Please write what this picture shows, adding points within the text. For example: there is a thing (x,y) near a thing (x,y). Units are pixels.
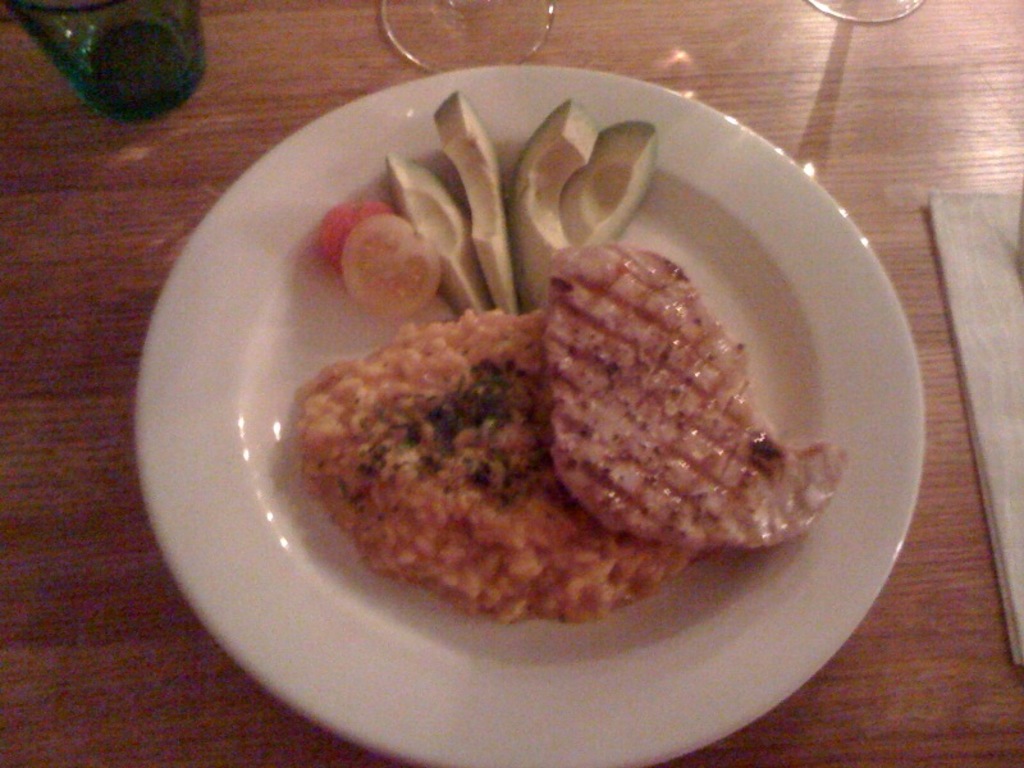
In the white plate (725,195) we can see the avocado pieces (529,173), tomatoes pieces (346,226), meat (600,351) and other food items (492,422). This plate (819,328) is kept on the table (954,464). On the table (913,558) we can see the bottle (105,1), glasses (898,16) and mat (975,348).
